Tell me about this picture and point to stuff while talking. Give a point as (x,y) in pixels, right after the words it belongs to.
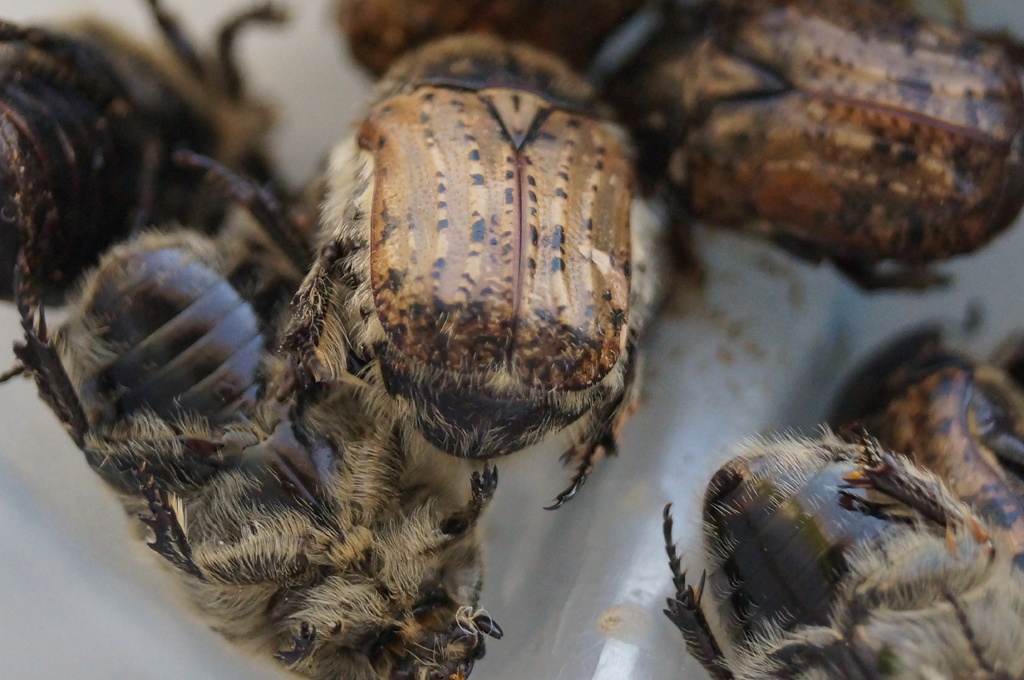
In this image we can see some insects (192,307) on the surface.
